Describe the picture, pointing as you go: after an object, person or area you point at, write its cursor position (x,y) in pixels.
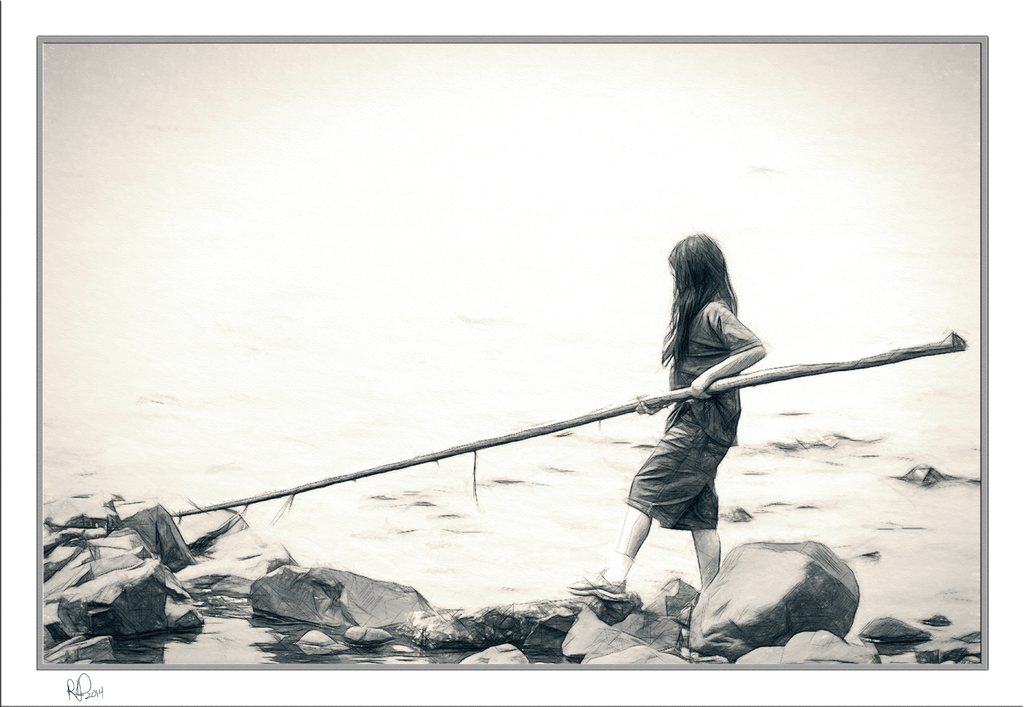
In this image we can see black and white picture of a drawing, in which we can see a woman (717,364) holding a stick (729,378) in her hands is standing on rocks (518,645) placed in water (234,653). At the bottom of the Image (102,688) we can see some text (75,690).
